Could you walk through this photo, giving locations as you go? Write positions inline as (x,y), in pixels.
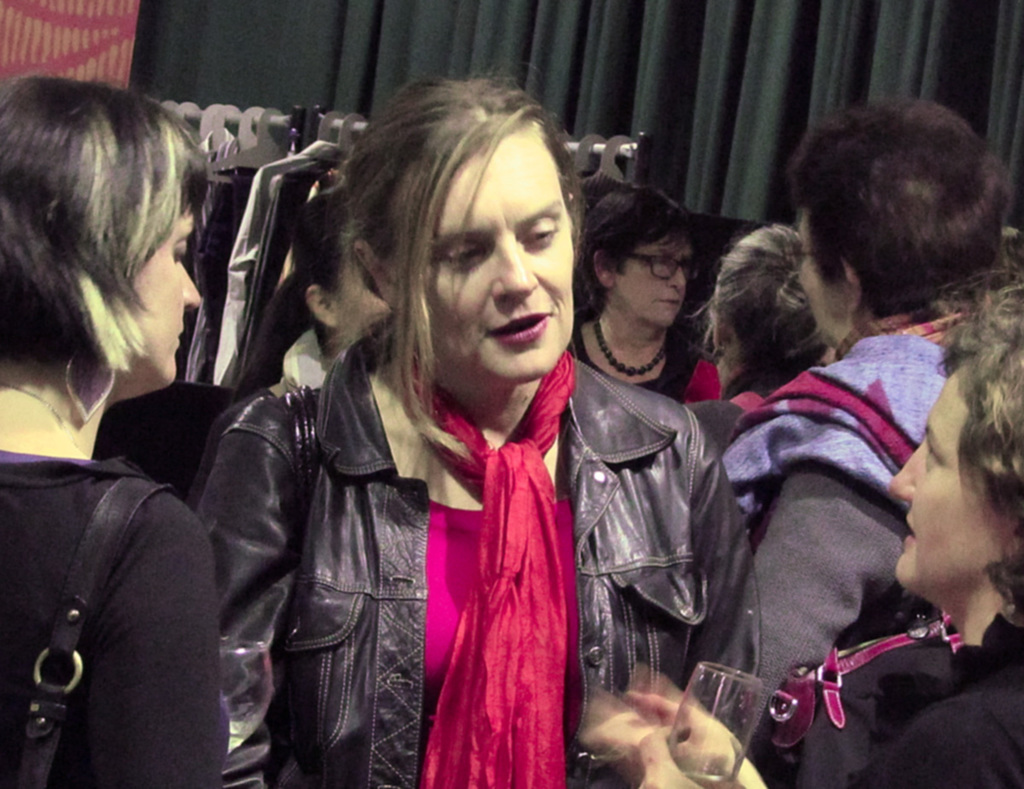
In the center of the image (502,280) there are people (583,703). In the background of the image (258,34) there is a curtain (491,64). There are clothes (222,345) on the rack (295,146).
